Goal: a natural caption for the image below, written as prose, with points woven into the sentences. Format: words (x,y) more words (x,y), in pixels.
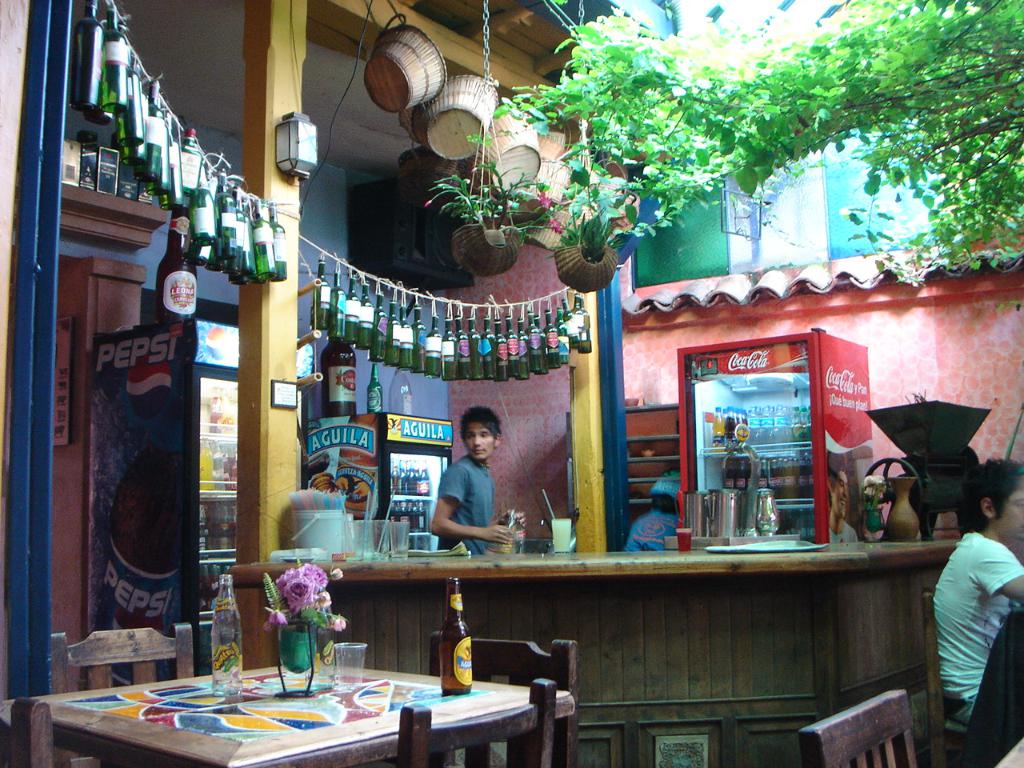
In the middle (462,510) there is a man (472,486) he wear t shirt (467,488) he hold bottles (514,537). In the middle (680,405) there is a refrigerator (785,447). On the left (251,725) there is a table (220,721) on that table (447,718) there is a bottle (445,654), glass (350,672) and flower vase (307,665), In front of the table (273,703) there are four chairs (514,660). On the right (963,631) there is a man (956,643) he is sitting on the table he wear white t shirt (949,620). I think this is a hotel (282,375).
